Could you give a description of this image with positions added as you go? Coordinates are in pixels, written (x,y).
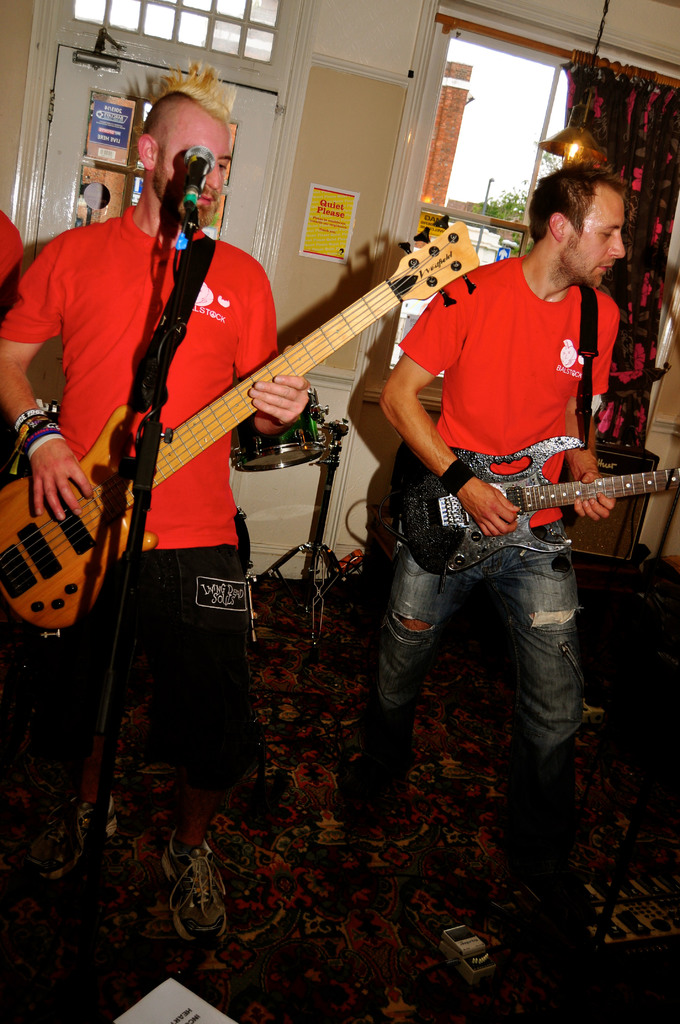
In a room (367,284) there are two man (265,329) with red T-shirts (121,302) playing guitar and singing on a micro phone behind them there is a window (565,95) of the room (582,107) on which a curtain (582,83) hanging on it.
